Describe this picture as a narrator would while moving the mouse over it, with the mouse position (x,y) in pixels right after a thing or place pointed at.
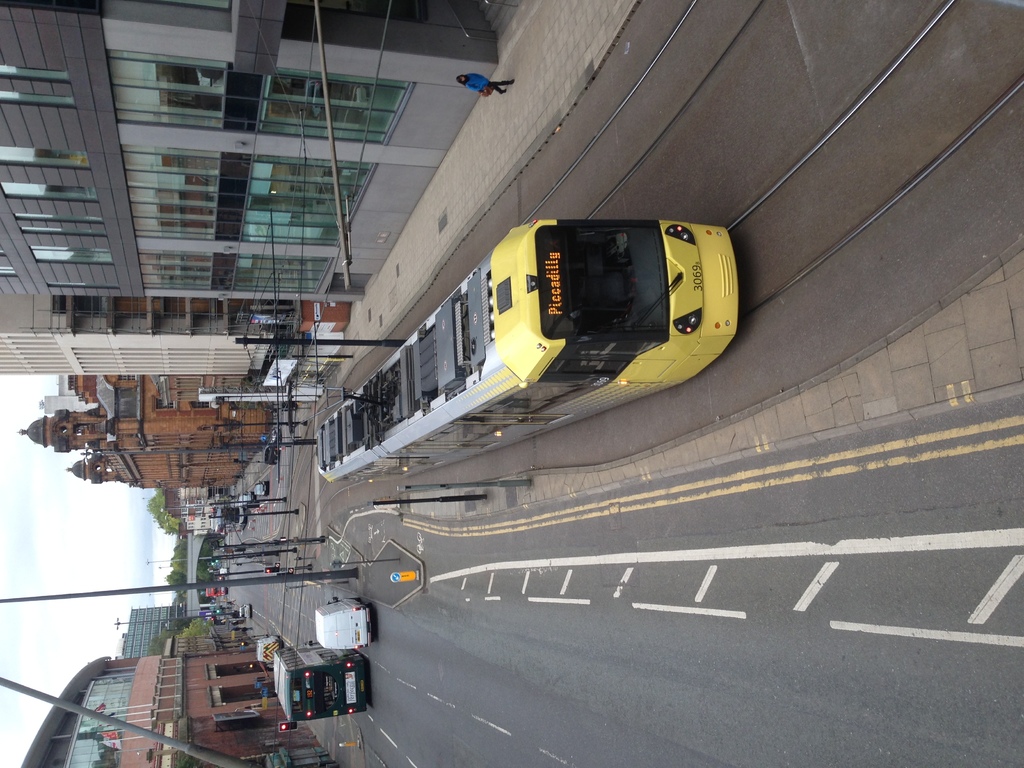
In this picture we can see a train (549,395) on a railway track (804,210), vehicles (334,706) on the road (501,703), poles (284,543), buildings (219,684), trees (185,630) and a person (501,83) walking on the footpath (433,207) and some objects (189,570) and in the background (60,653) we can see the sky (93,557).
